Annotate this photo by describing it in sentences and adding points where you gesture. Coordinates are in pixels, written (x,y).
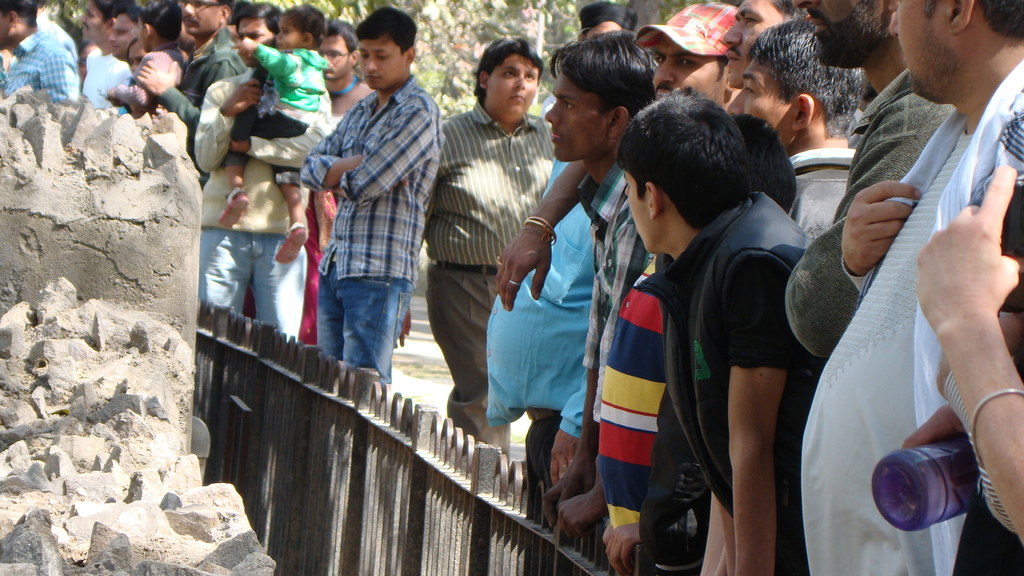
In this image I can see the group of people (637,221) with different color dresses (834,273) and one person (846,472) is holding the bottle (913,510). In-front of these people (320,319) I can see the railing (441,562) and the rock (108,321). In the background (472,2) I can see many trees (476,18).
